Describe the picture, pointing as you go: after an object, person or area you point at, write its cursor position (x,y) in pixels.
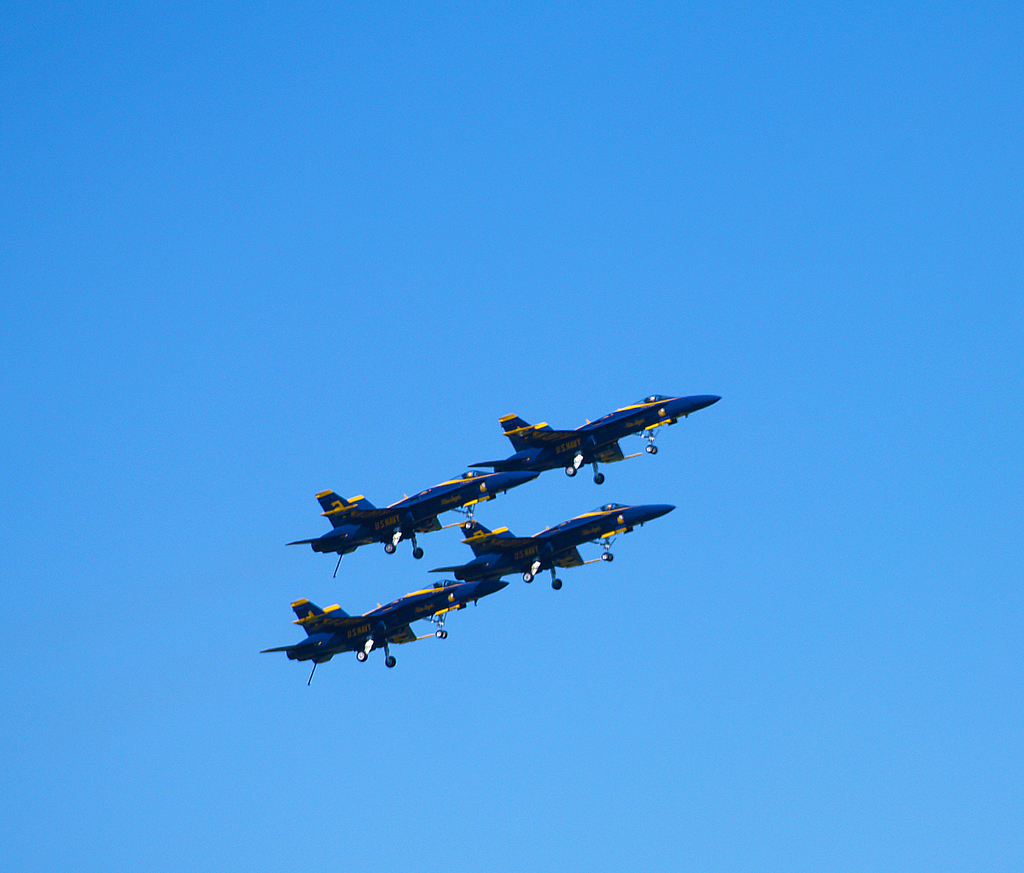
In the middle of the image (580,535) we can see few jet planes (620,450) in the air (634,451).
